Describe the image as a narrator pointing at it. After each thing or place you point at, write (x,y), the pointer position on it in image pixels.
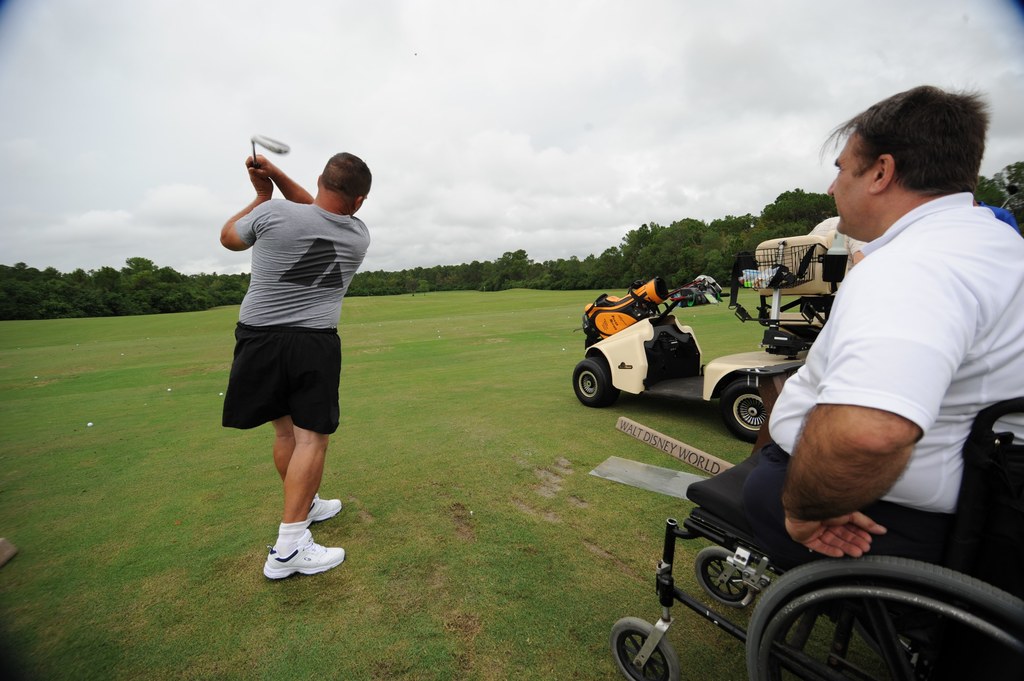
This picture shows a man (308,351) standing and holding a golf stick (286,146) in his hands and another man (905,479) seated on the wheelchair (1013,616) and we see a golf car (791,350) and trees (726,233) and we see grass (549,368) on the ground (408,416) and a cloudy sky (451,61).
